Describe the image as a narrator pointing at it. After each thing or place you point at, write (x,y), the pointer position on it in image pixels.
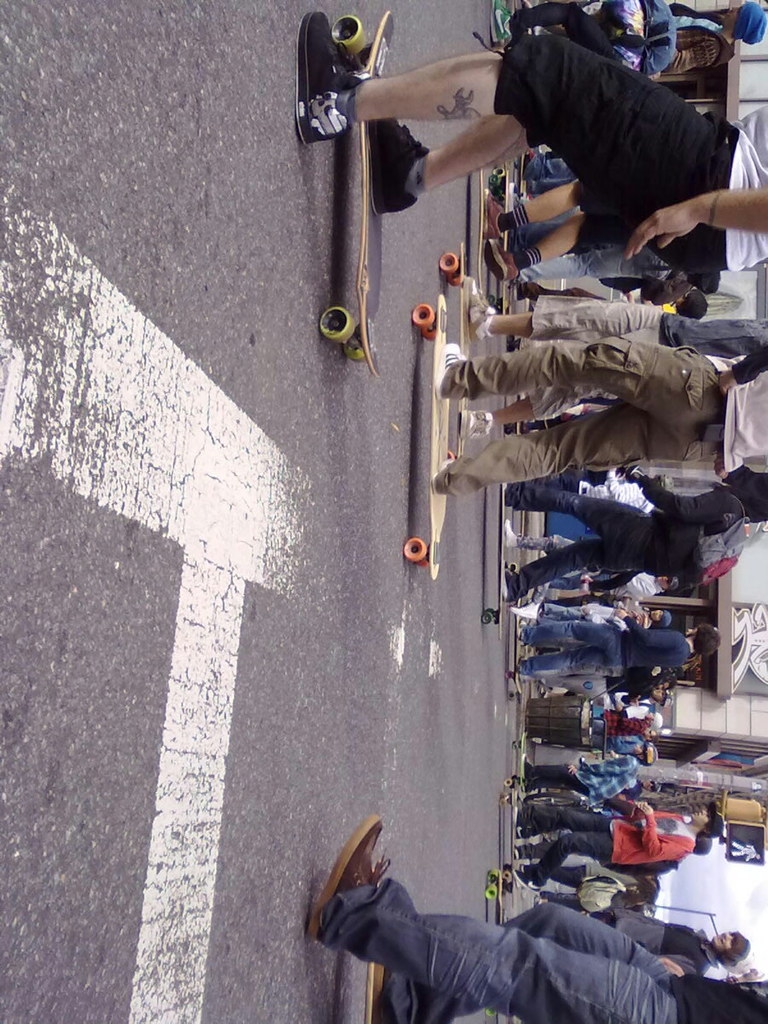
In this image we can see a group of people (506,1) skating on the road (403,234).
